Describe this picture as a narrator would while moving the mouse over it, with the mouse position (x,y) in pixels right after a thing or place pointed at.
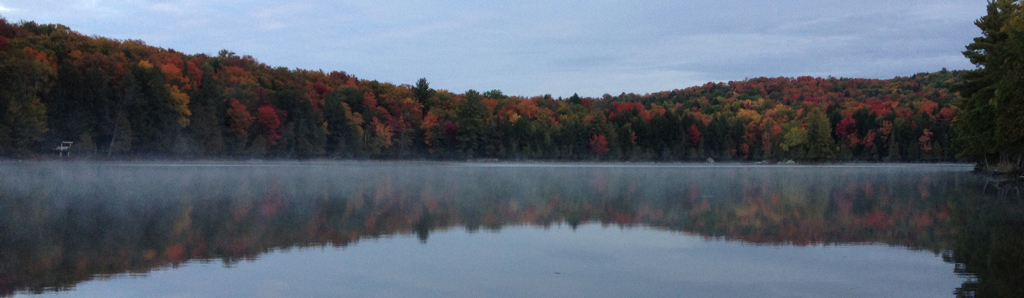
In this image at the bottom (348,217) there is a river (491,221) and in the background (799,131) there are some trees (333,122), on the top of the image (532,50) there is sky (765,25).
